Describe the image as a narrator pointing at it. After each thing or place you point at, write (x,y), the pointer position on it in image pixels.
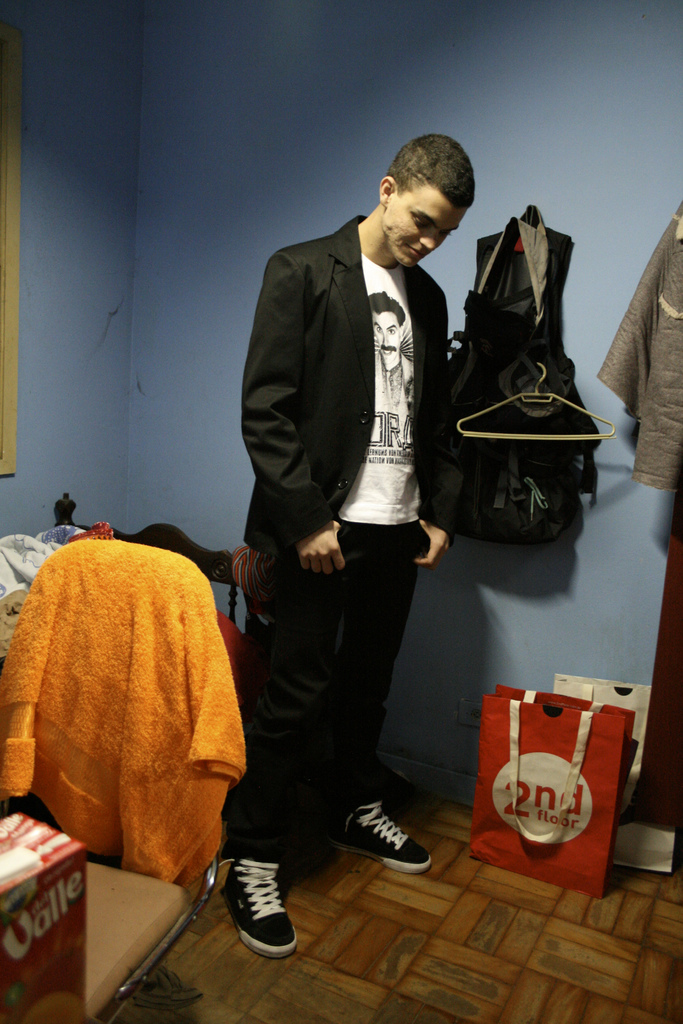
In this image in the center (305,502) there is one man (340,585) who is standing, and on the left side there is one chair (86,589). On the chair (59,667) there are some clothes (143,692), on the right side (547,758) there are some bags (547,804) and at the bottom (243,956) there is a floor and some boxes (71,961). In the background (62,119) there is a wall (556,547) and some clothes (641,367) and bags (516,326) are hanging.
